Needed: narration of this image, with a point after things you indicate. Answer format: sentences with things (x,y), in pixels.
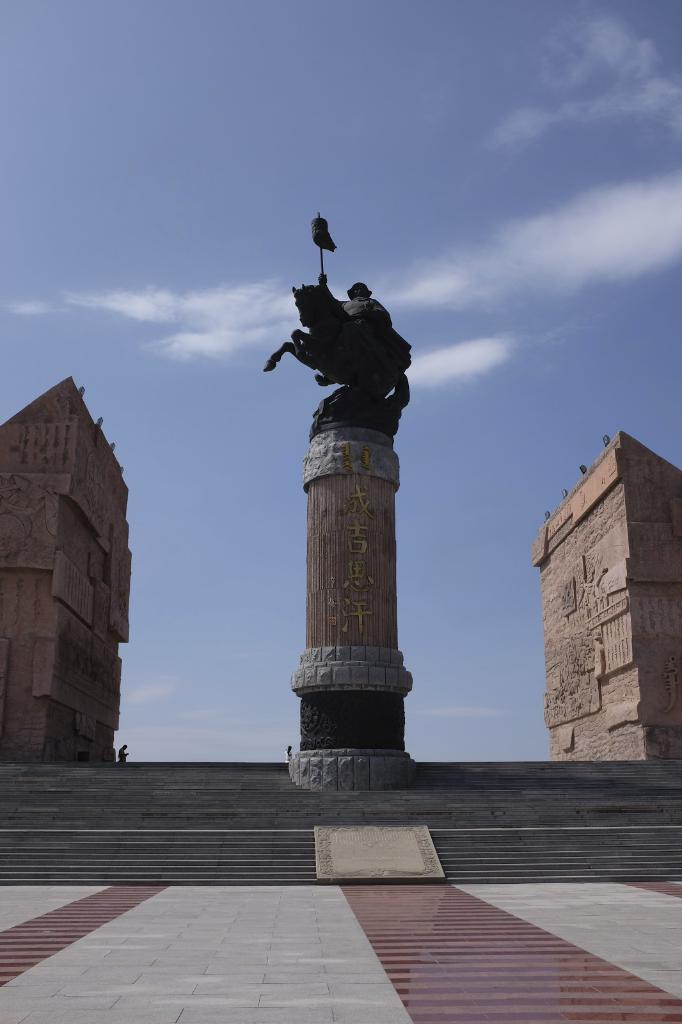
There is a statue (348,326) of a man (351,323) and a horse (335,330) on a pillar (312,641). There are steps (404,805). On the sides there are buildings (118,553). In the background (105,215) there is sky (376,209) with cloud (592,250).
